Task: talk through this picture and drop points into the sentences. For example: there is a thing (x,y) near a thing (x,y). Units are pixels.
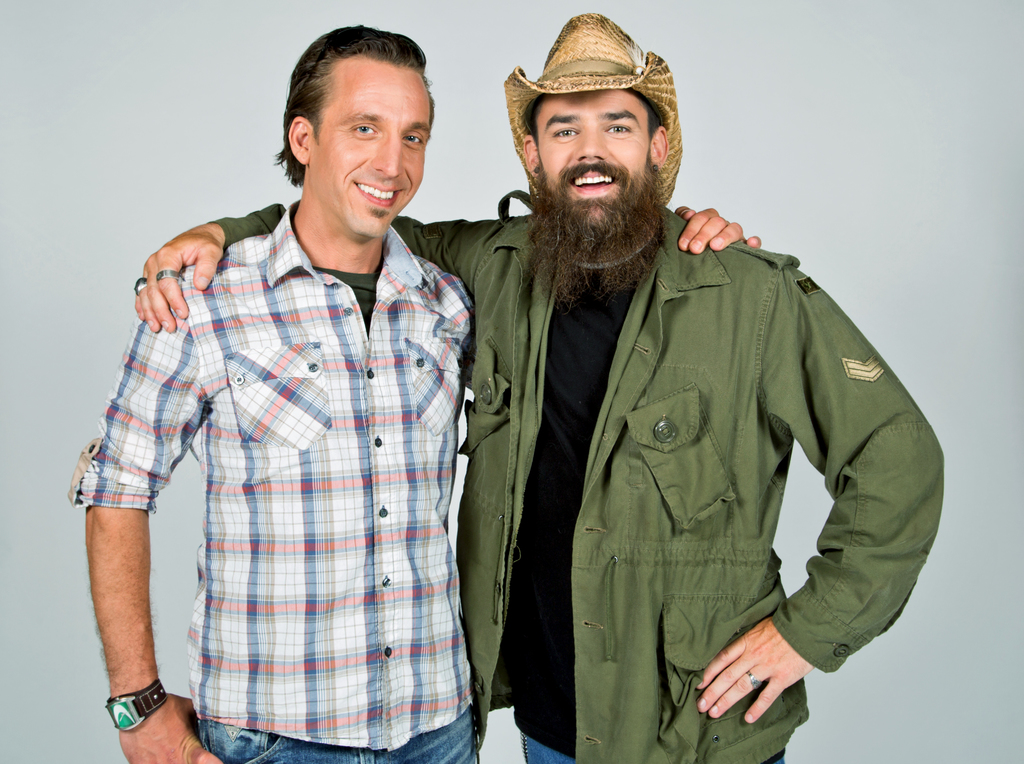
In this image there are group of persons (484,419) standing and smiling.
